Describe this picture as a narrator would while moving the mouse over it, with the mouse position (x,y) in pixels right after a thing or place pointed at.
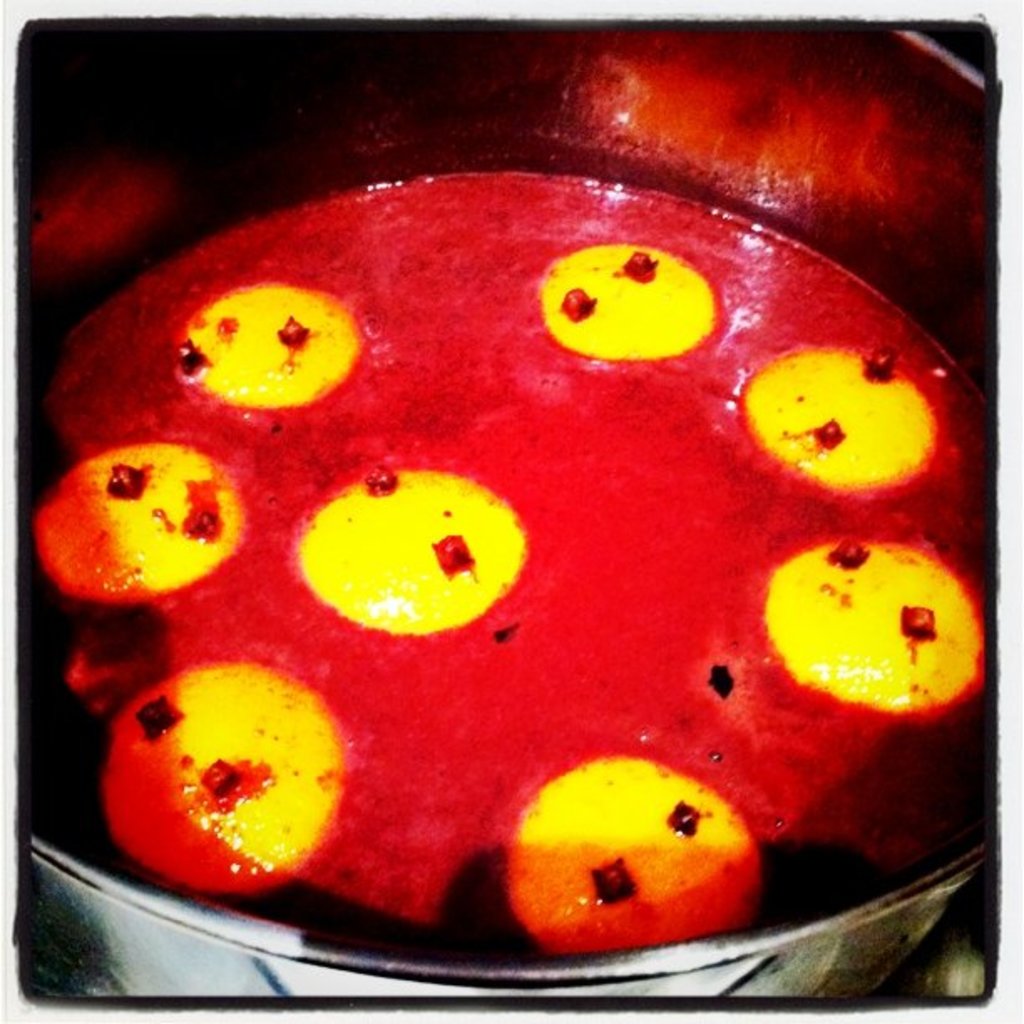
The picture consists of a vessel (770,90), in the vessel (785,92) there is a dish (499,410).
